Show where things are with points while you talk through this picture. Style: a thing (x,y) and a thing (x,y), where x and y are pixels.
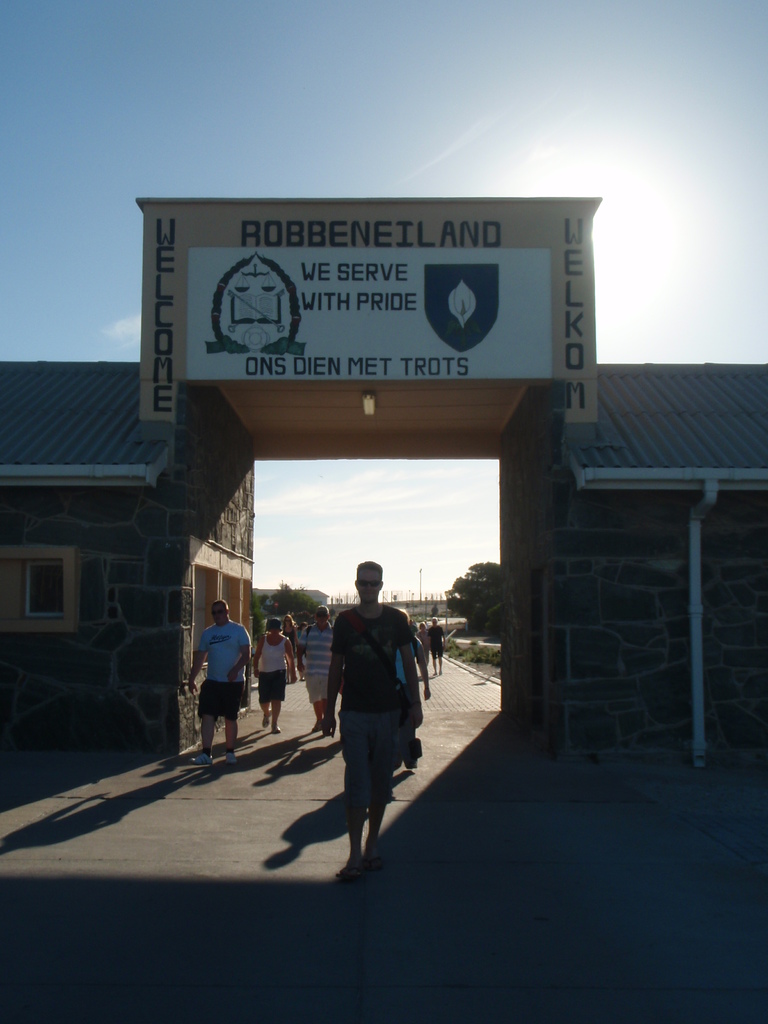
In this image in the center (416,672) there are some people (277,639) who are wearing bags (369,643) and walking, and in the center (435,365) there is a building (438,389) and board (433,373). On the board (354,288) there is text (326,357), and in the background (340,601) there are some poles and trees (301,607). At the bottom (118,824) there is walkway (552,806) and at the top of the image (216,116) there is sky (112,257).
